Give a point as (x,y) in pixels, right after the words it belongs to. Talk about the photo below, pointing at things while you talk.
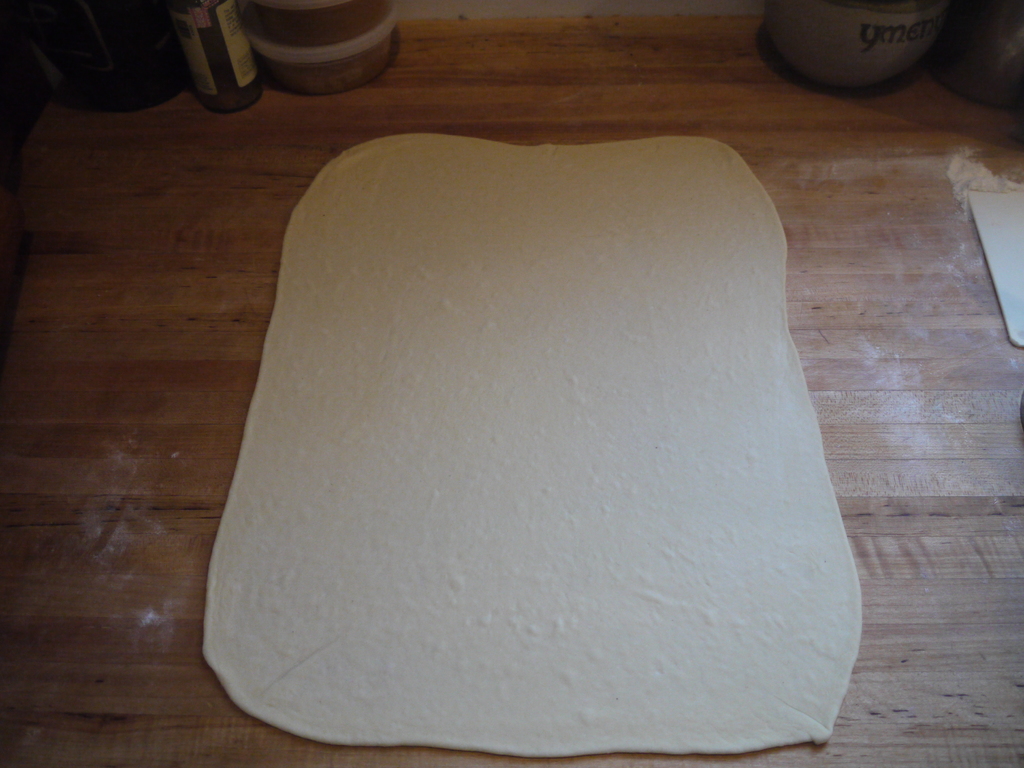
In this image, we can see some flour objects (602,471) on the wooden surface (894,505). We can also see some objects (286,29) at the top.
